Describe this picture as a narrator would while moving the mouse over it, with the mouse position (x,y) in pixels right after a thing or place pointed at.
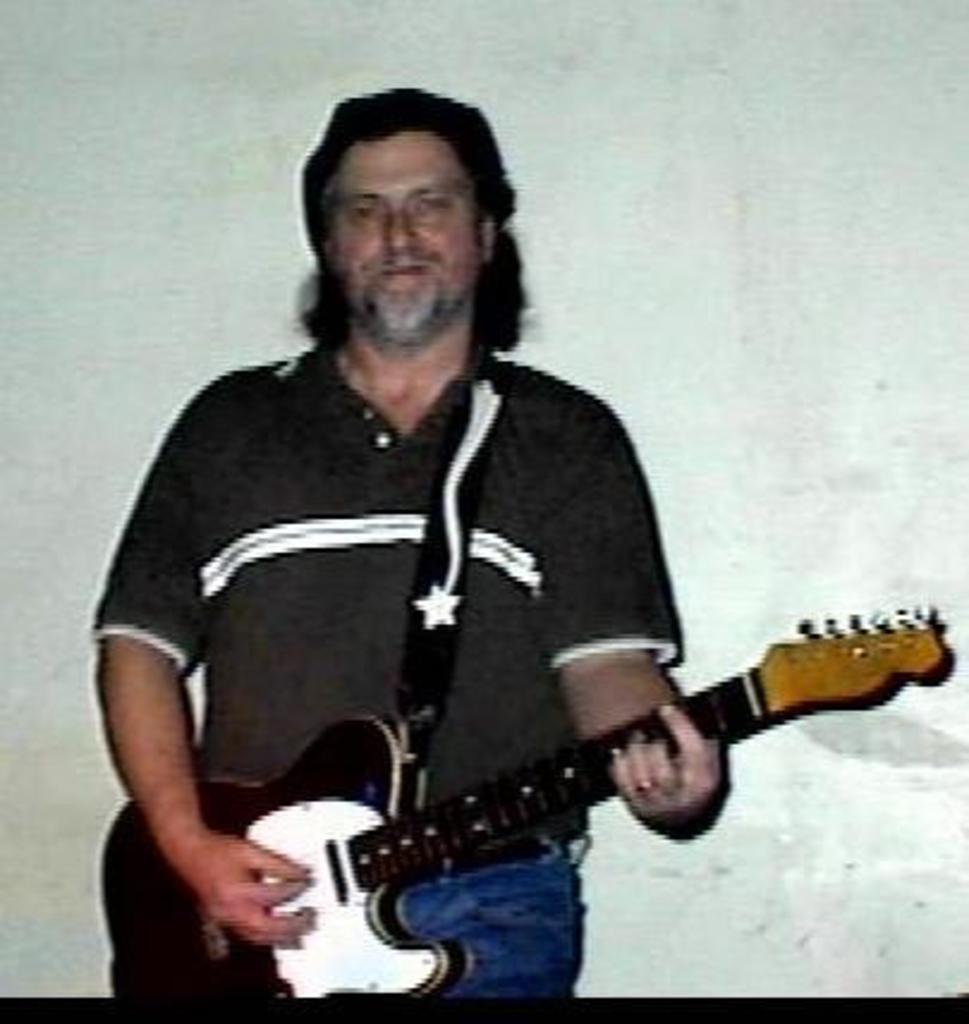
This image in a room. There is man (180,735) standing and wearing a black t-shirt (334,369). He is playing a guitar (456,853). The background (771,125) is white in color.
